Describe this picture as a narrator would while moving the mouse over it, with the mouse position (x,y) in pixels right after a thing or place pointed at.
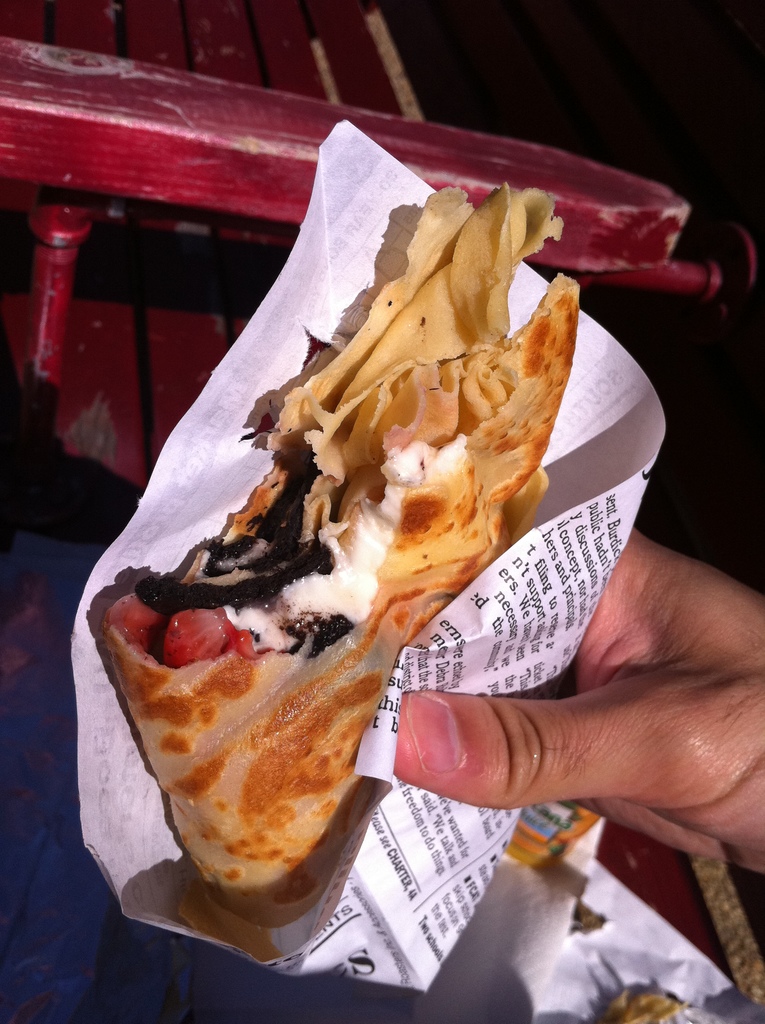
In the center of the image (417,588) we can see a person (441,702) is holding a food item (208,549) with paper (513,649). In the background of the image (137,116) we can see a bench (49,209). At the bottom of the image (263,970) we can see the floor (94,1005), papers (574,961).
